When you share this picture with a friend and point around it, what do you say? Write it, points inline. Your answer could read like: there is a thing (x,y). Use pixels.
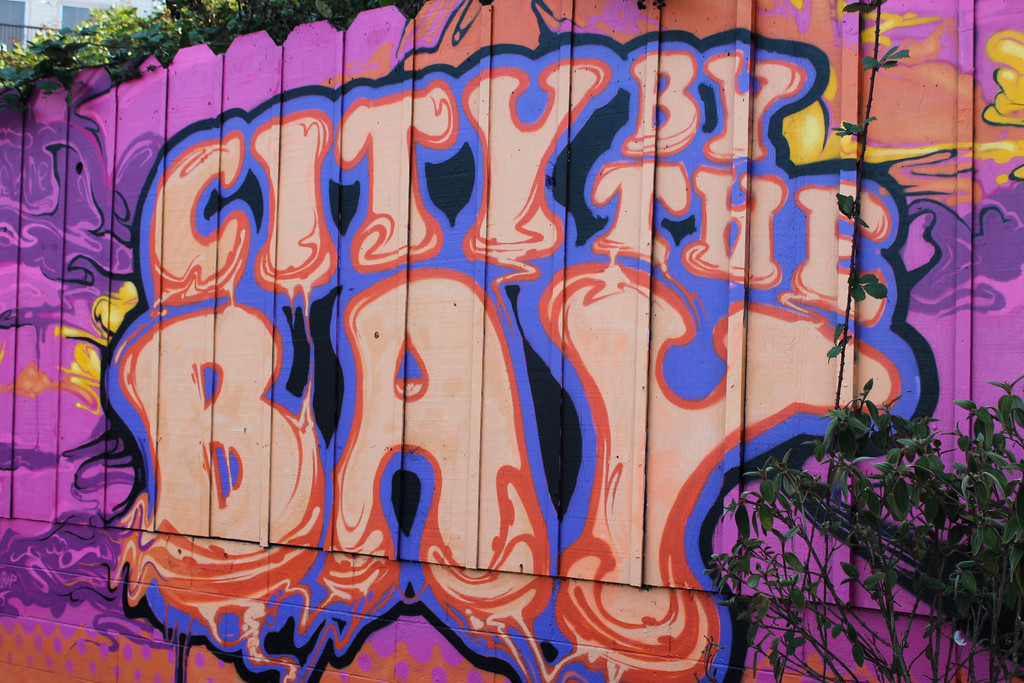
This picture shows graffiti (517,341) on the wooden wall (163,351) and we see text (667,451) and a plant (816,628) and trees (201,22) and a building (72,22).
